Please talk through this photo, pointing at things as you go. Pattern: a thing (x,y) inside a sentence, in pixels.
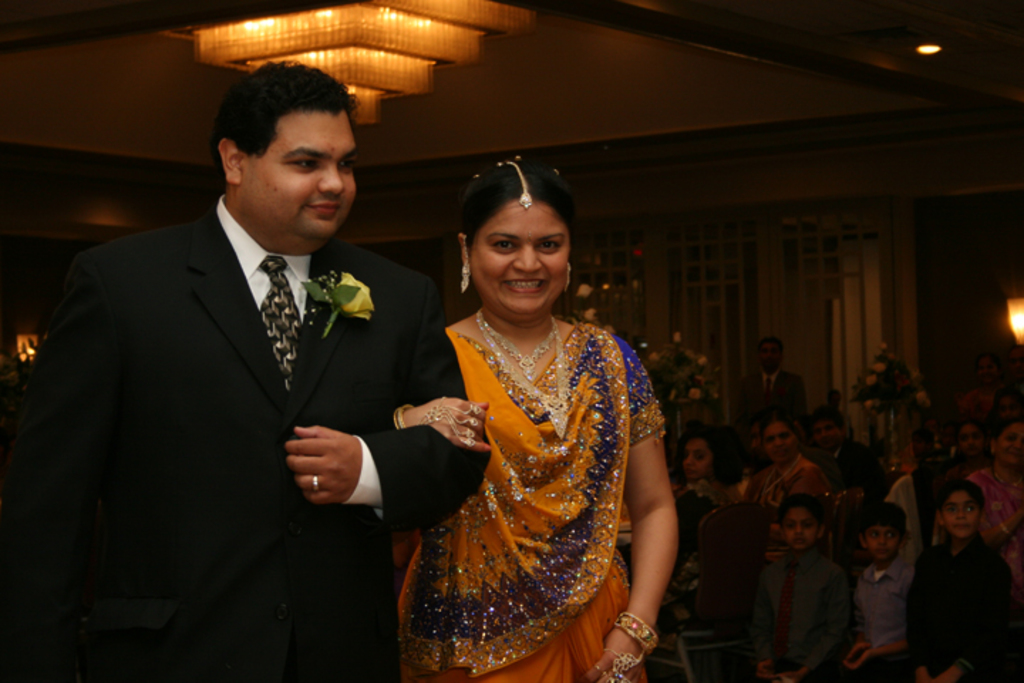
In this image we can see a man (321,511) and a lady (519,492) standing and smiling. In the background (788,637) there are people (808,525) sitting and we can see lights (429,9), doors (714,302) and a wall (971,275).
